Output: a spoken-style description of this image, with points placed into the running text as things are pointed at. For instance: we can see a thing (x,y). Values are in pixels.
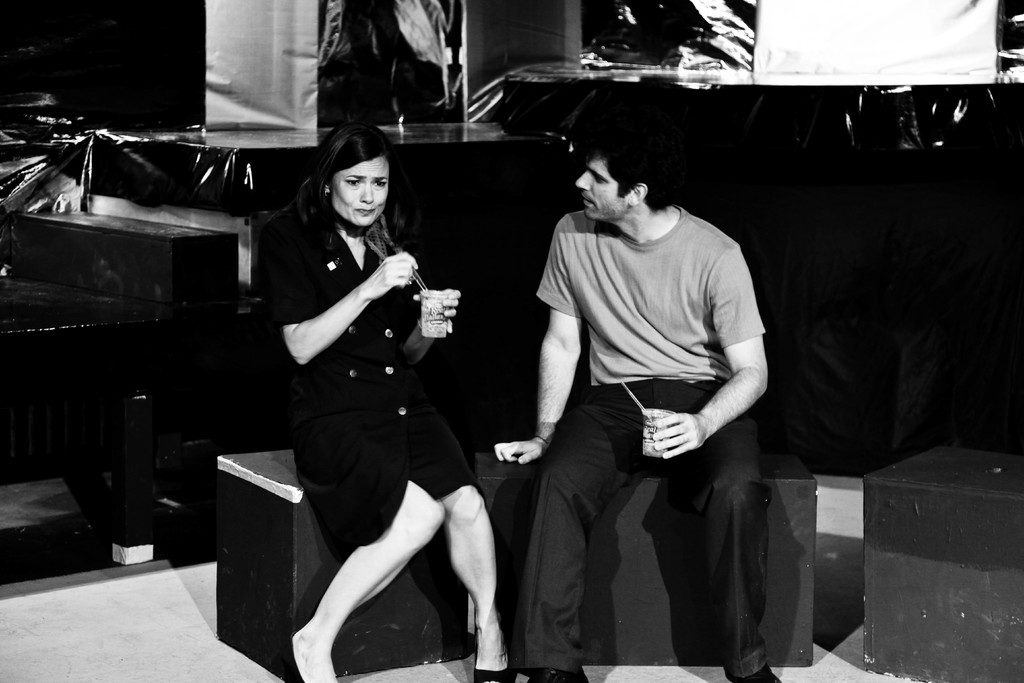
In this picture I can see a man (626,429) and a woman (379,261) sitting and they are holding glasses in their hands (453,304) and I can see dark background (530,332).
